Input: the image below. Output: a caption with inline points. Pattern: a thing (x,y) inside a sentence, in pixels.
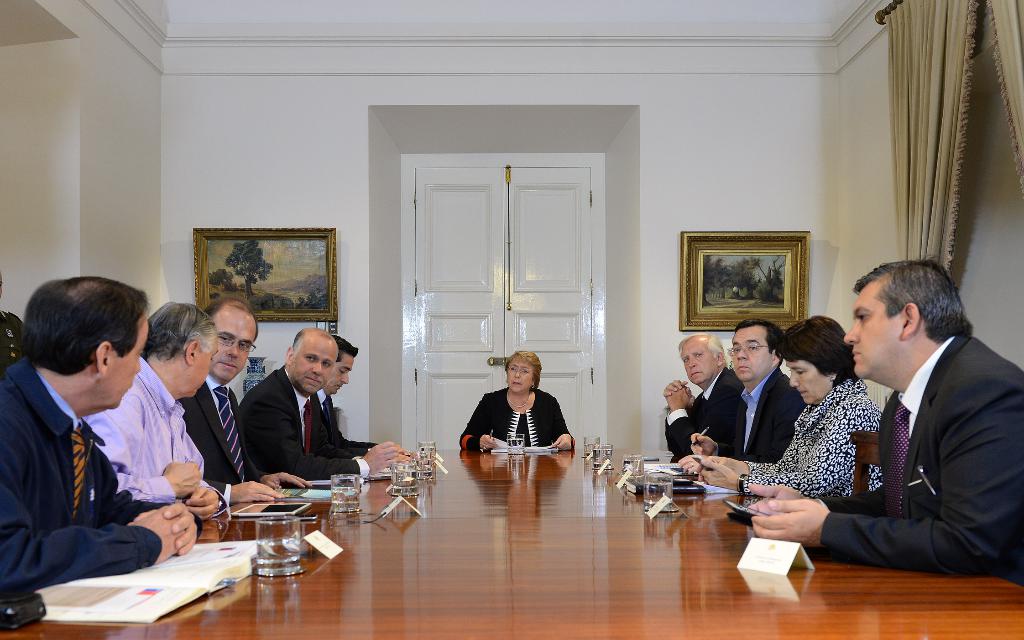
In this image I can see a group of people (761,406) are sitting in front of a table (446,542). On the table (433,542) I can see few glasses (284,535) and other objects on it. I can also see there is a door (506,249), a photo (306,253) on a wall (337,234) and a curtain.
